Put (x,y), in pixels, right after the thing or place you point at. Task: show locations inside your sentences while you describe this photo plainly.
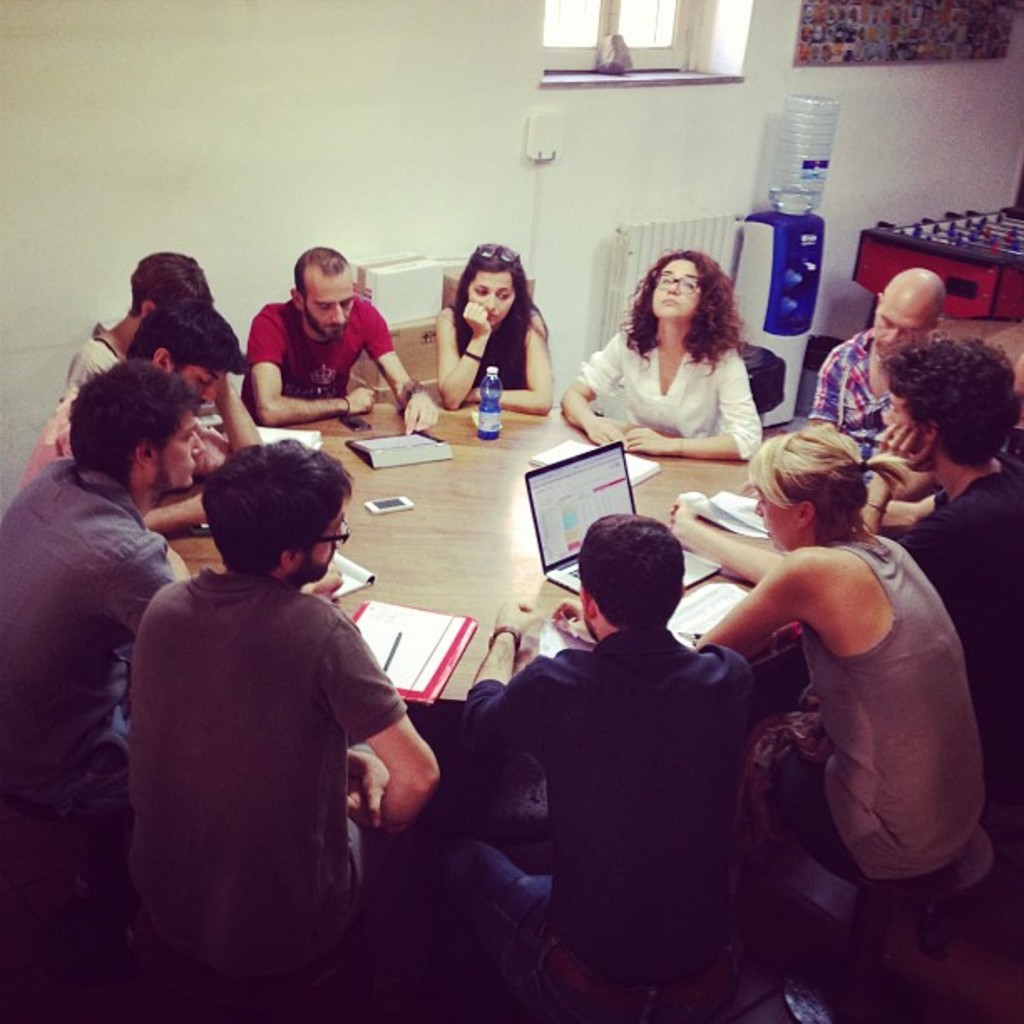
There are many people (335,325) sitting in a round table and in the background (787,284) we find a water filter (787,250) and glass window (651,1).
